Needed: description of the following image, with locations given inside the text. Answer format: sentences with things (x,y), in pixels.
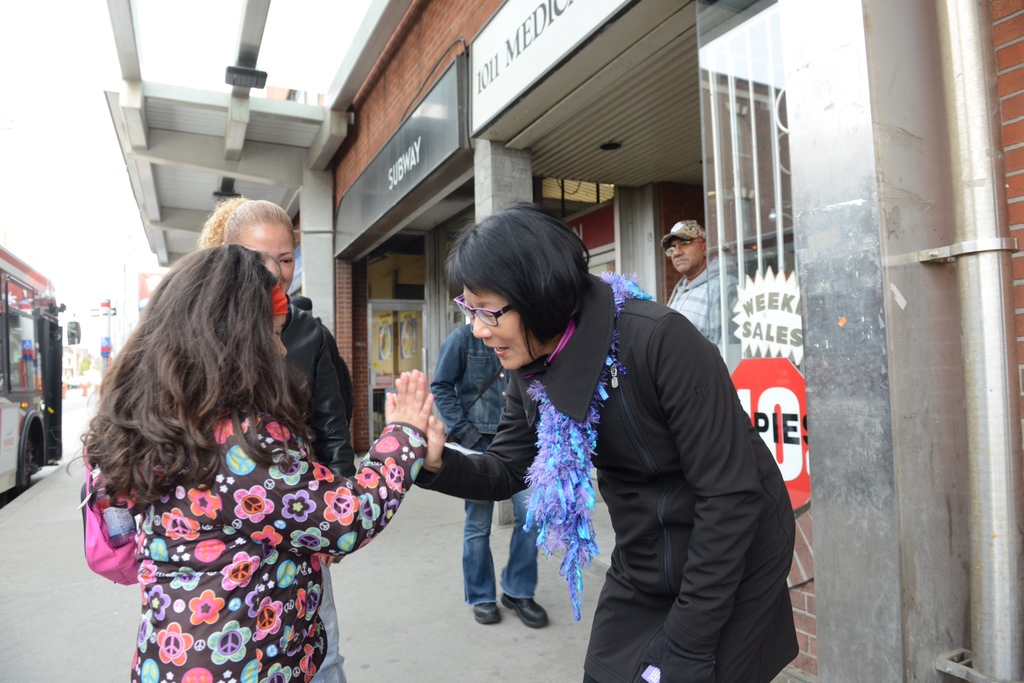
In this picture we can observe some people (497,414) standing on the footpath (58,578). There are women (511,449), men (479,442) and a girl (212,484). On the left side (21,345) there is a bus (14,388) on the road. We can observe a building (412,94) on the right side (804,218).
